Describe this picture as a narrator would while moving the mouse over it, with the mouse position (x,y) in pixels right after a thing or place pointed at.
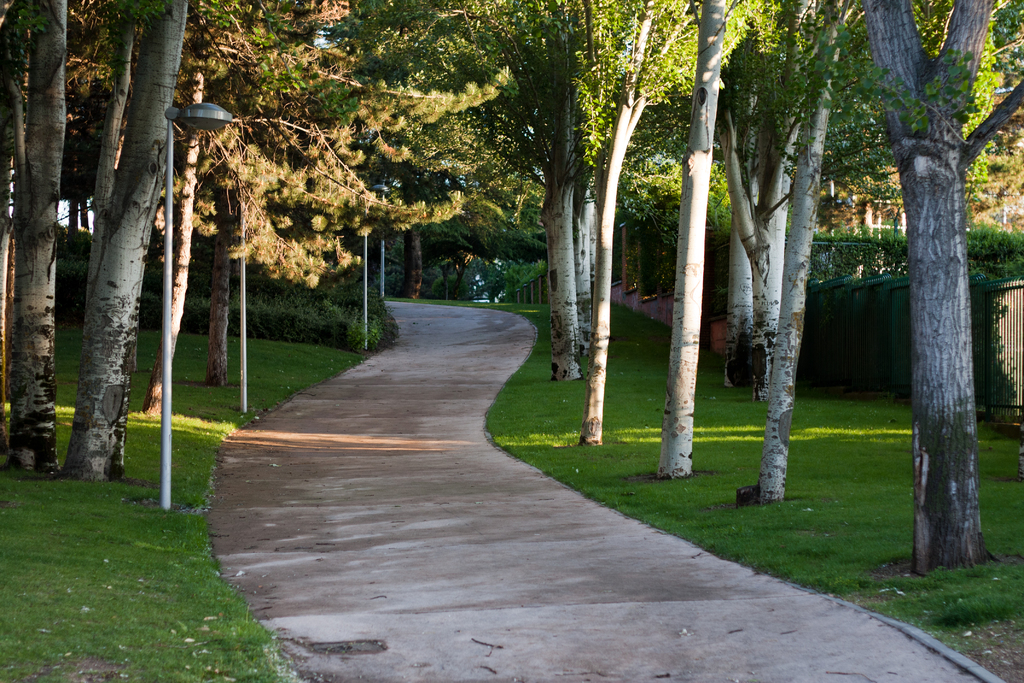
In the middle of this image (432,419), there is a road (431,339). On both sides of this road (464,405), there are trees (463,108), plants (1012,242) and grass (131,544) on the ground (99,574). On the left side (197,110), there is a light (217,119) attached to a pole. In the background (889,301), there is a fence (871,294) and there are trees (369,48).
